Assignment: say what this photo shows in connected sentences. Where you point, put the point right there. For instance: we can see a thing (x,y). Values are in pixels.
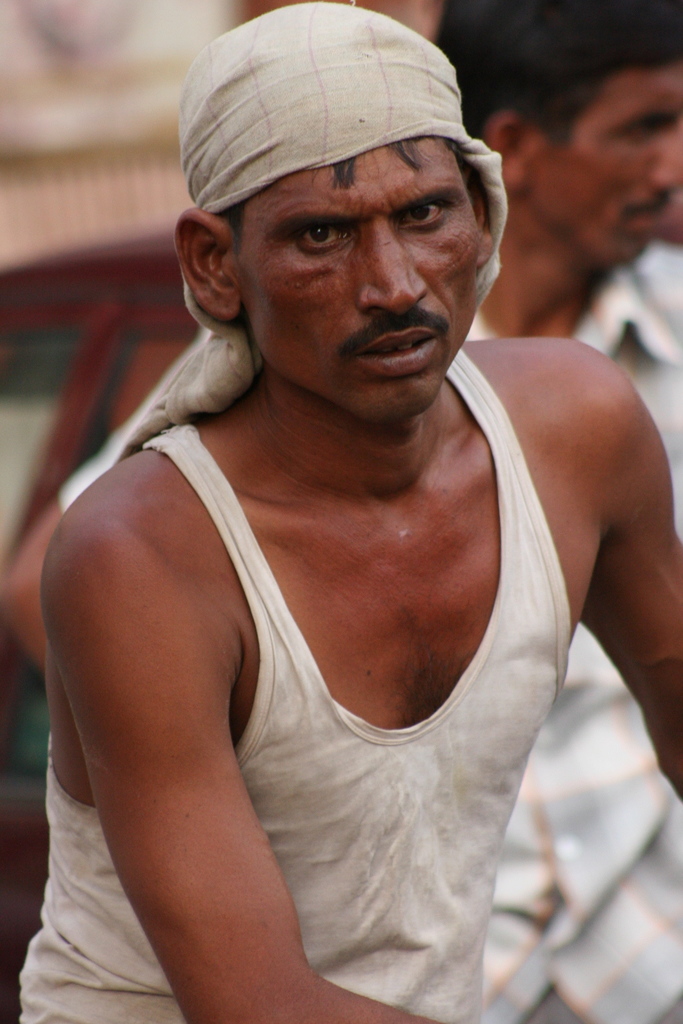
In the picture we can see a man (285,928) standing with a white color banian (430,955) and a cloth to his head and behind him we can see another man (599,149) standing and he is with white shirt (519,968).
